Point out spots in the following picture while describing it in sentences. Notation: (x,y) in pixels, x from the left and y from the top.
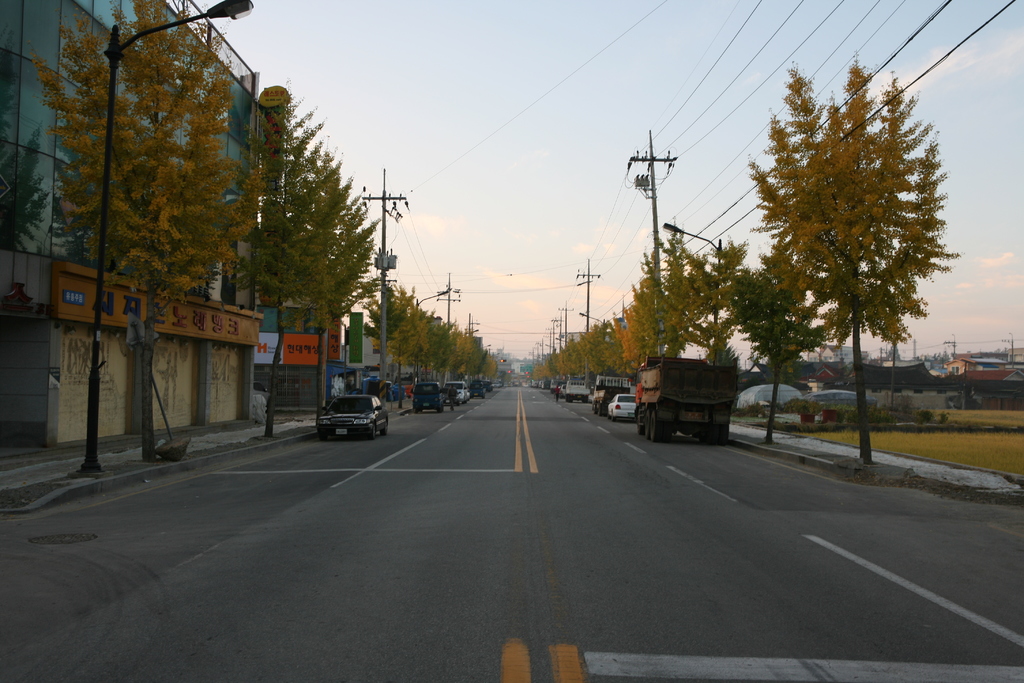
In this image there is a road (542,518), on that road (558,443) vehicles (601,387) are parked to a side, on either side of the road (864,502) there are trees (616,325) and electrical poles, in the left side (195,402) there are shops (228,350), in the background (544,152) there is a sky (657,100).
